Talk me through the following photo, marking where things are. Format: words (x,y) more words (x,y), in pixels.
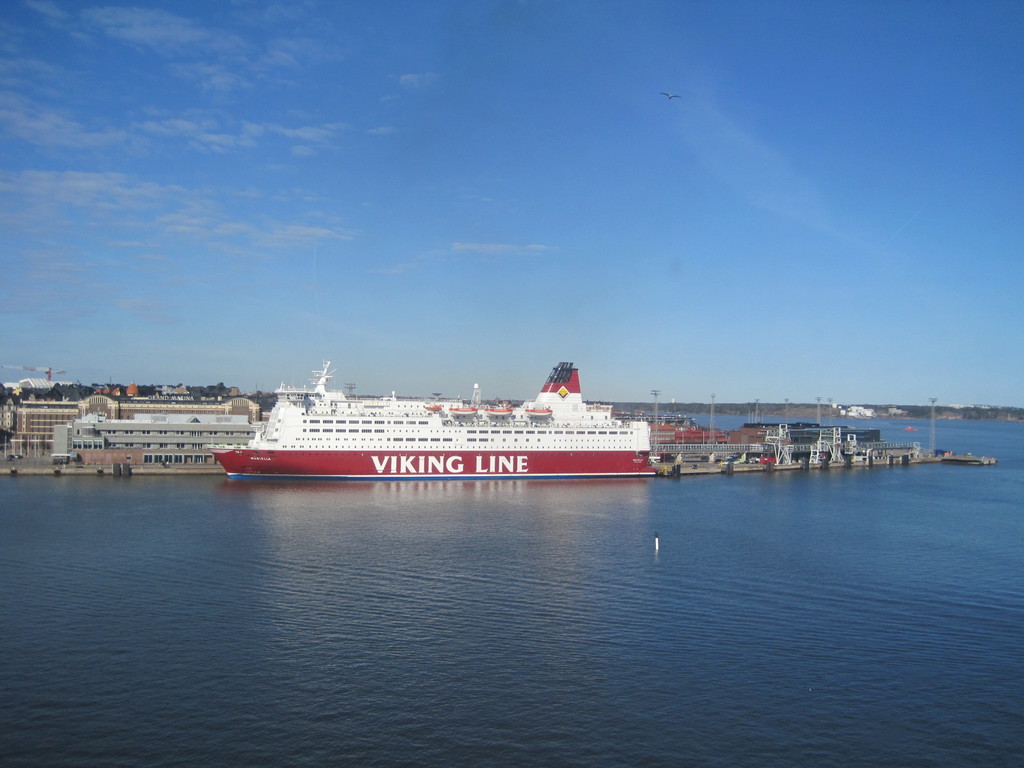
In this image, we can see a ship (630,467) on the water (331,607) and in the background (181,398), there are trees (218,386), buildings (204,398) and poles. At the top (218,132), there are clouds (220,125) in the sky (220,125).
